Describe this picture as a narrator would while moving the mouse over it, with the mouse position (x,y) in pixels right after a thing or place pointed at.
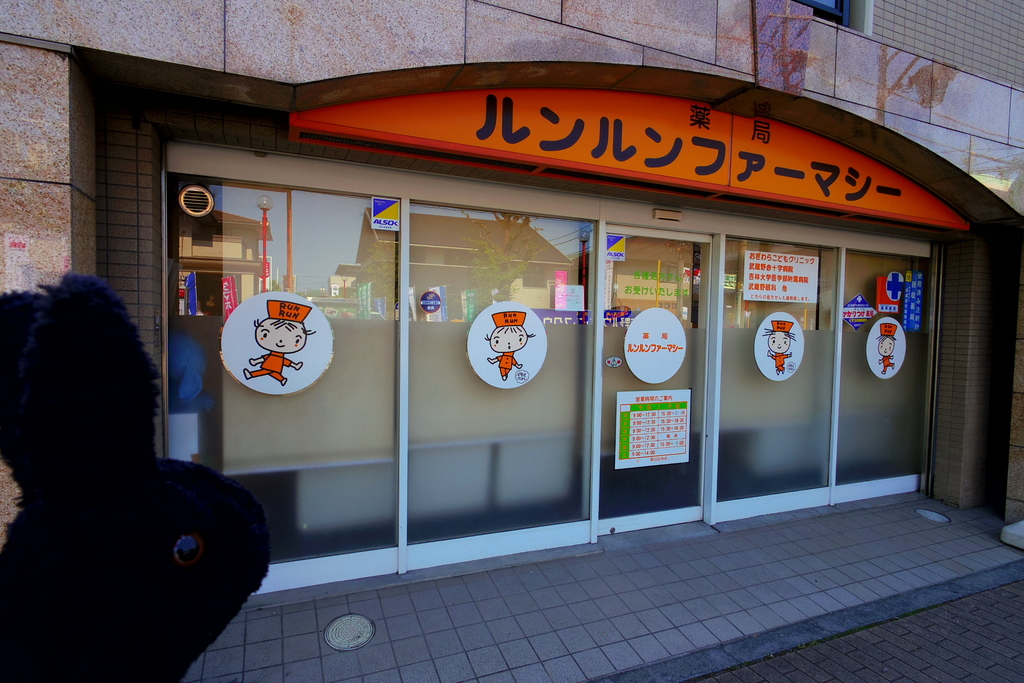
In this picture, there is a building (387,248). In the center (533,260), there is a store (475,264) with glass walls (333,245). On the glass (361,321), there are some pictures (507,341) and text (852,321). Towards the bottom left (89,576), there is an object (89,344).
